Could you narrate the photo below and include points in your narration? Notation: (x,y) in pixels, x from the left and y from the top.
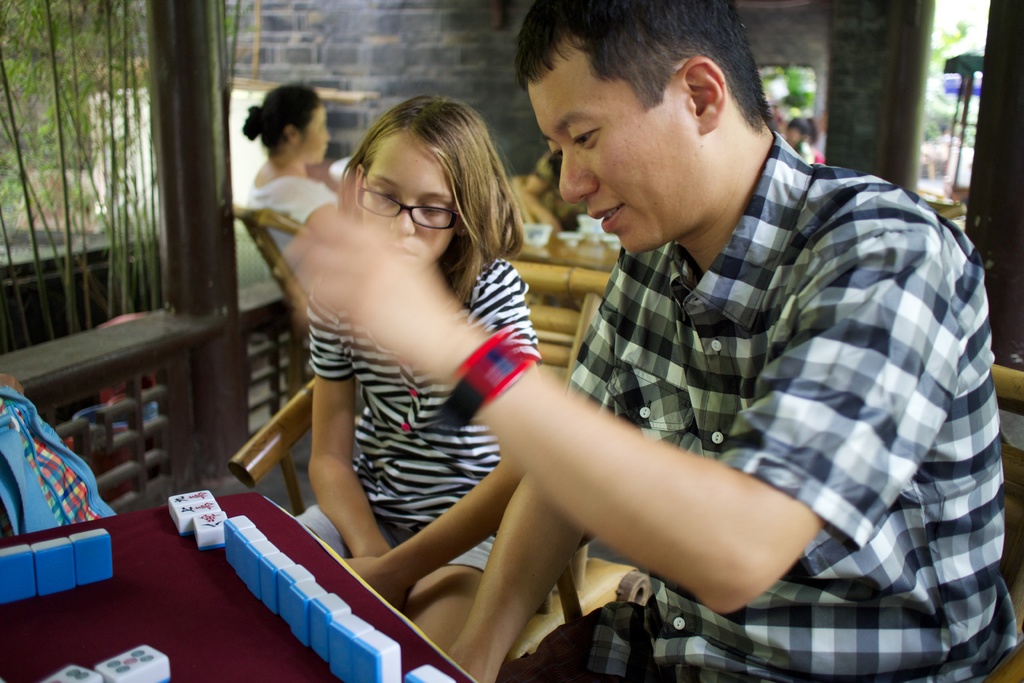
In this picture there is a man (835,310) wearing white and blue color shirt (828,426) is sitting on the chair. Beside there is a girl (407,379) sitting and listening to him. In the background (281,34) we can see a granite wall (307,54) and some bamboo plants (81,196).
